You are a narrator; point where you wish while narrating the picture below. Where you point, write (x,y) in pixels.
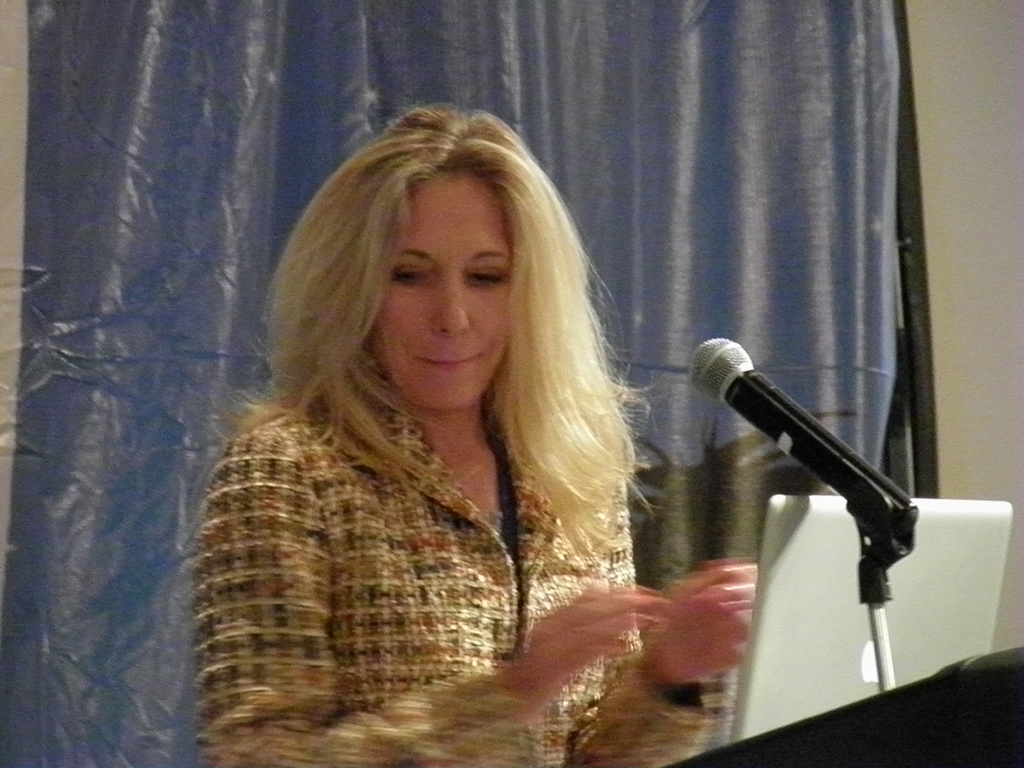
There is a lady (542,563). In front of her there is a mic (818,430) with mic stand (864,545). Also there is a laptop (770,634). In the background (414,73) there is a curtain (692,104).
